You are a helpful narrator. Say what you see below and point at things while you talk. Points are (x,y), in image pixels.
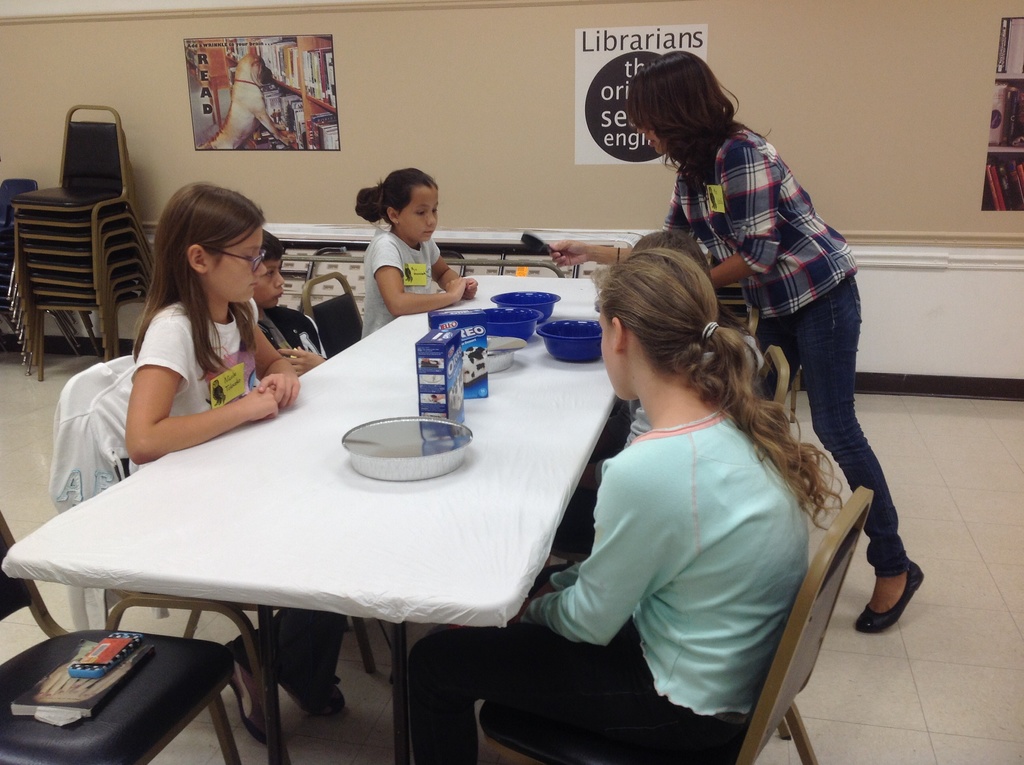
In this picture we can see some persons (648,527) are sitting on the chairs (42,597). This is table (335,567). On the table (495,414) there are boxes (473,316), and bowls (597,323). Here we can see a woman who is standing on the floor (981,676). On the background (533,129) we can see a wall (293,22) and this is frame (278,103).
